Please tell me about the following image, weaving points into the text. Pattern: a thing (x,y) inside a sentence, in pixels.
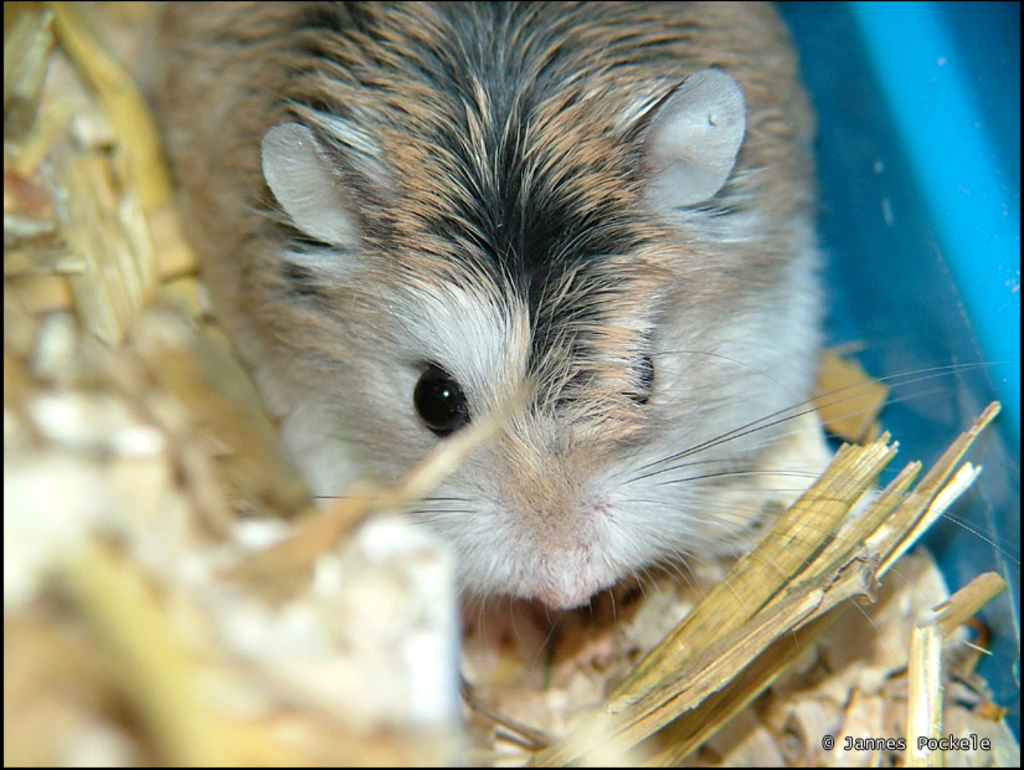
In this image we can see an animal (420,390) and some wooden pieces (395,663) around it.
